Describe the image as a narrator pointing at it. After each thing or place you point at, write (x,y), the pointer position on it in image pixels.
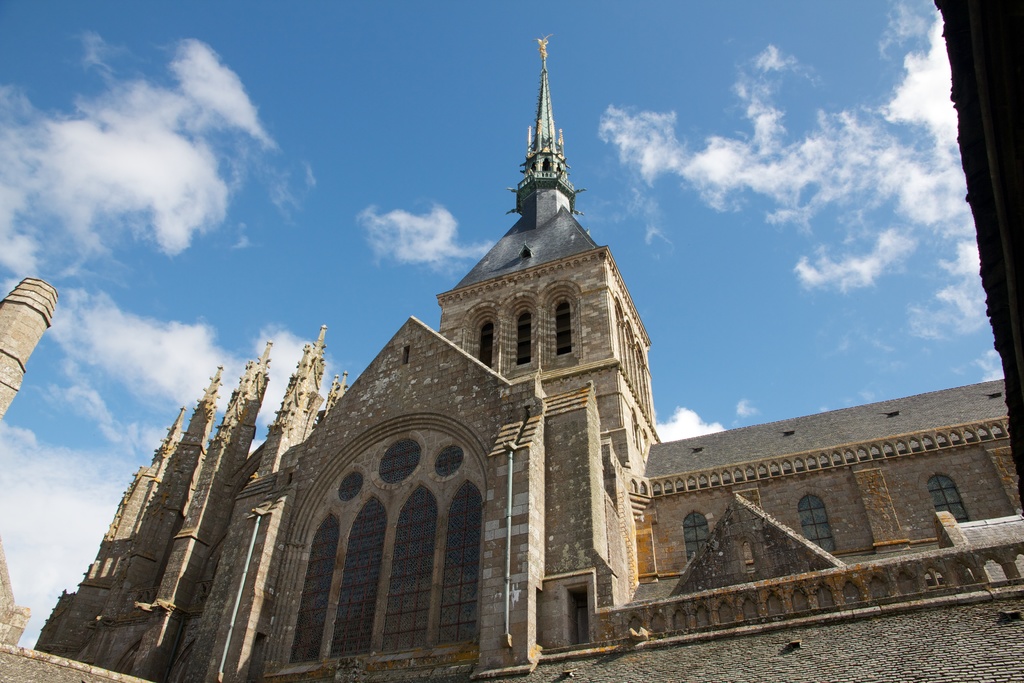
This image consists of a building (269,563). It looks like a church (533,546). At the top (353,106), there are clouds (656,116) in the sky (318,138).
